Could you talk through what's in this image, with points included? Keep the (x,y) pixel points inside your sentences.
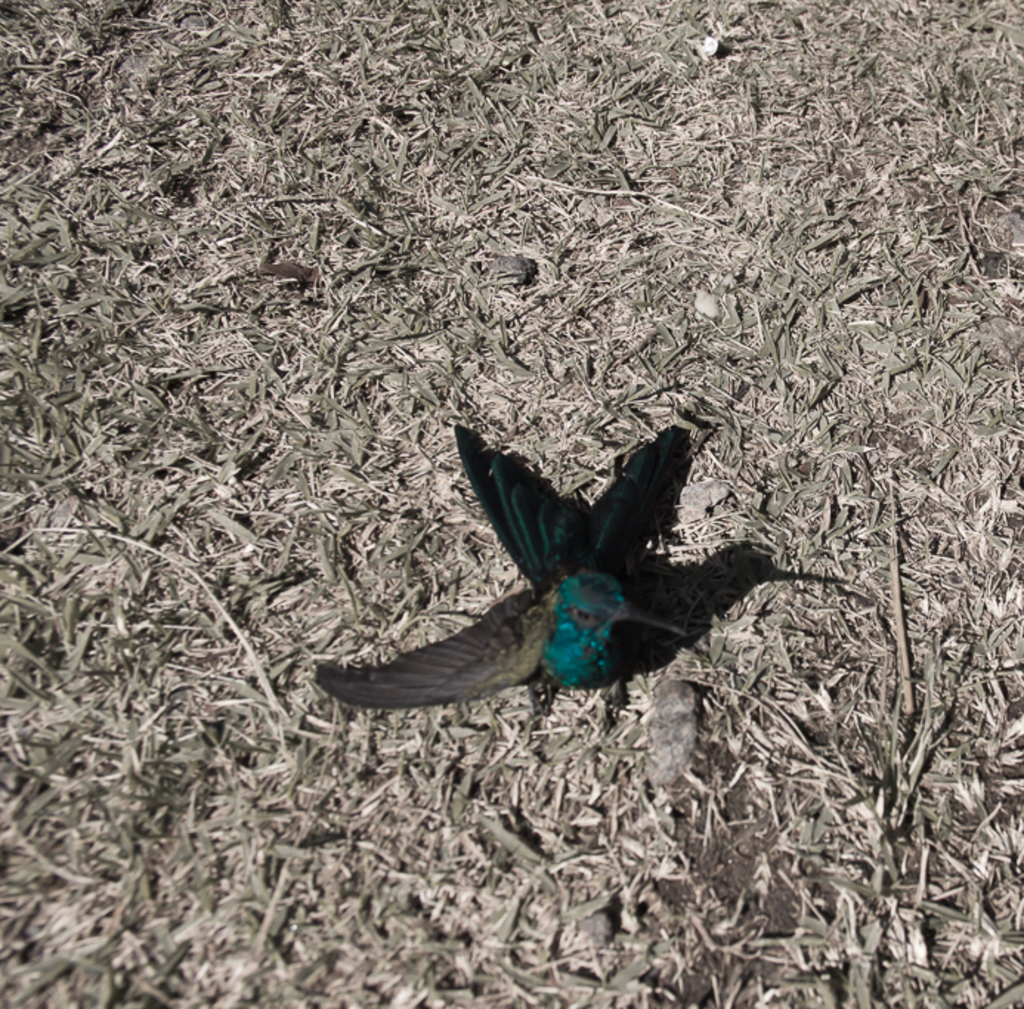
In this picture I can see the grass (369,124) and I see a bird (531,608) in the center of this image (499,638) which is of black and green color.
